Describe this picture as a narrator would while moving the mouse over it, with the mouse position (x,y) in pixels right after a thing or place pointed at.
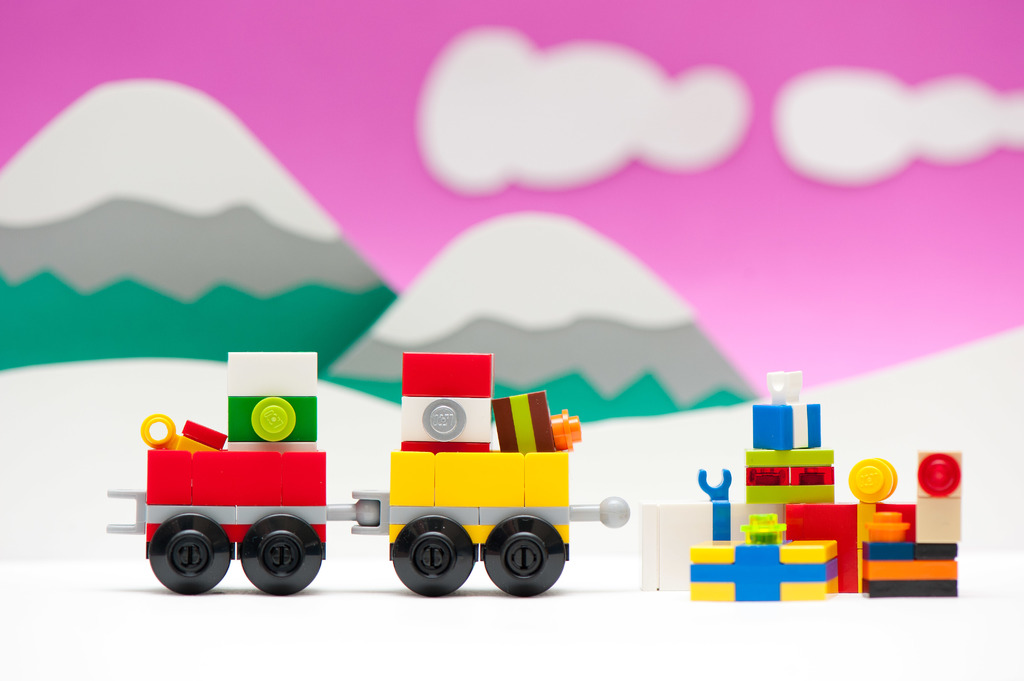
In this image there is a small train (364,491) which is made up of lego toys (544,494). In the background (343,261) there are mountains (408,315) which are made up of cardboard (567,392).
